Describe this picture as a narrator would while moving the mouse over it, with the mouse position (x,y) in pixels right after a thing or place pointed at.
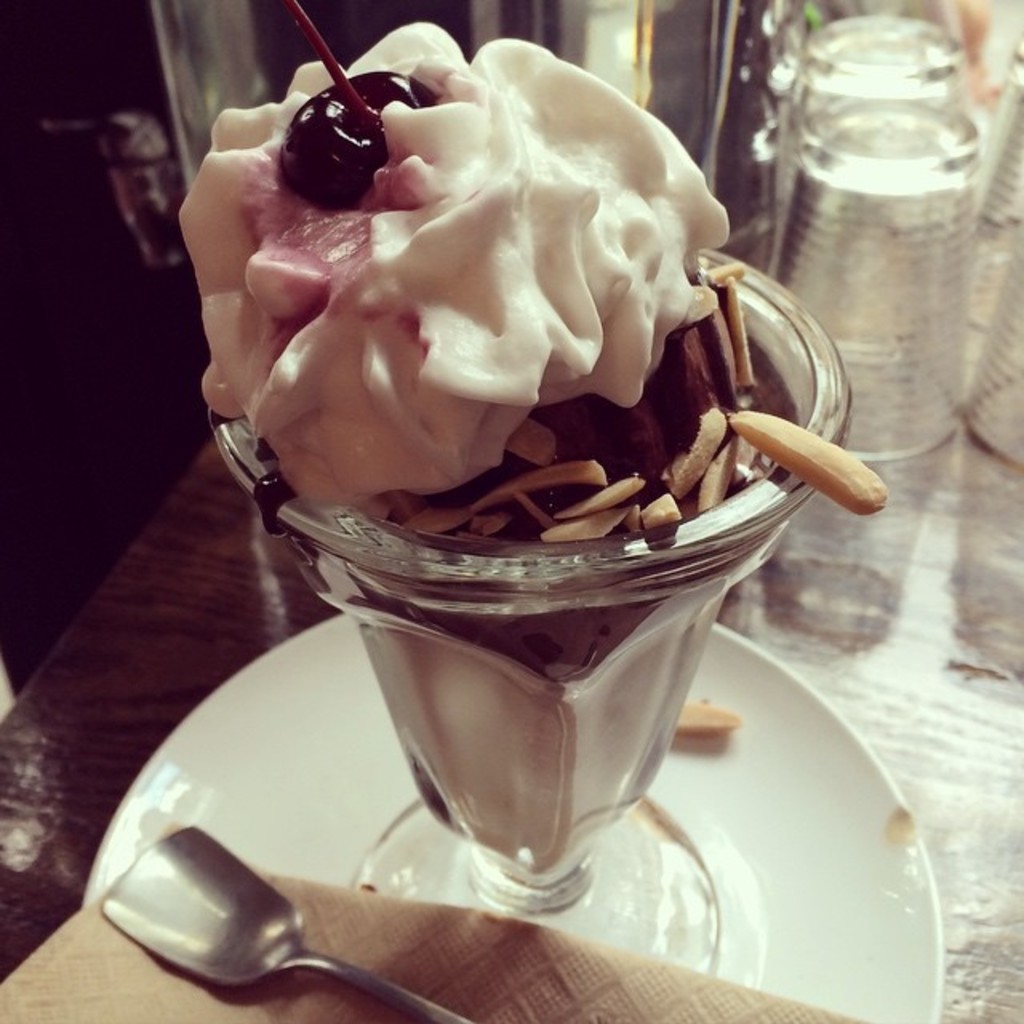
In this image, I can see an ice cream (475,691) in an ice cream glass (541,750), which is placed on a plate (728,854). This looks like a cloth (477,971) and a spoon (300,955). I can see the glasses (938,301), plate (829,775) and few other things (686,8) are placed on the table (939,690).
